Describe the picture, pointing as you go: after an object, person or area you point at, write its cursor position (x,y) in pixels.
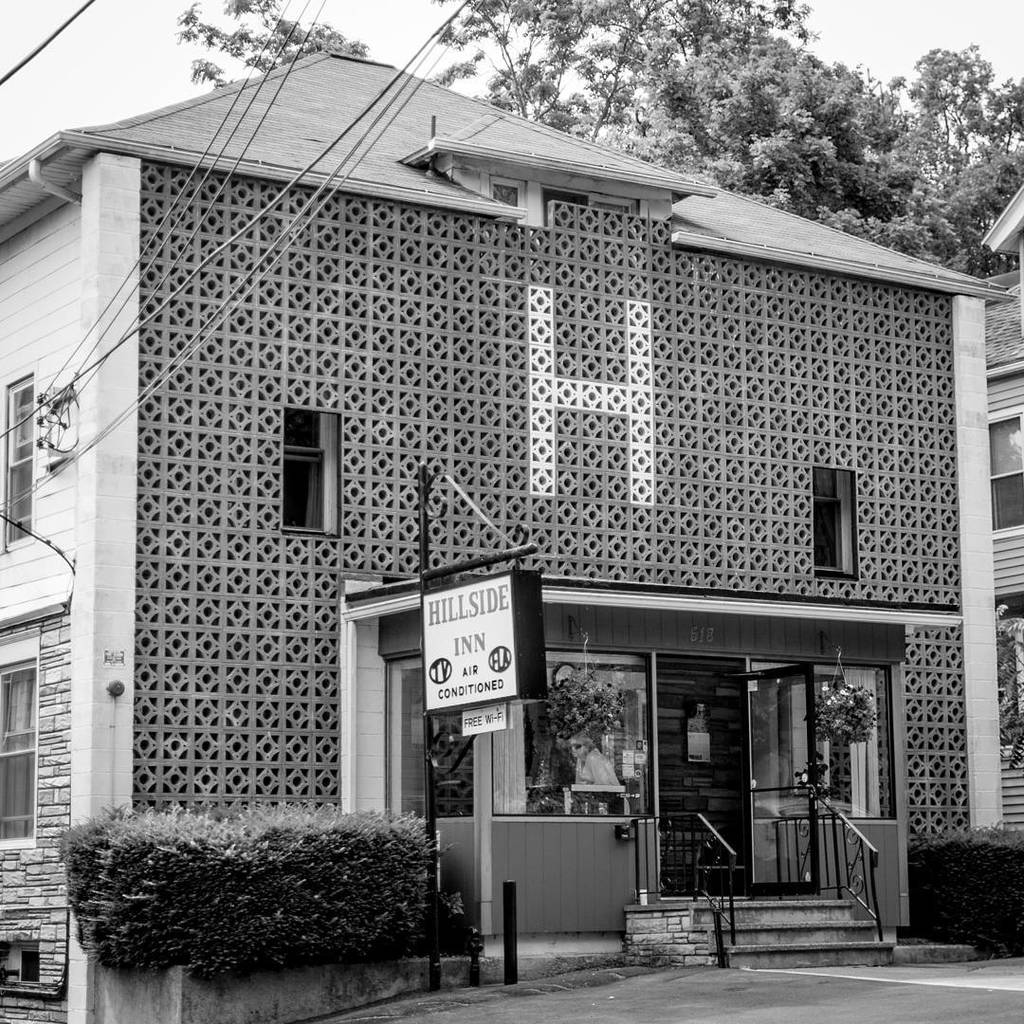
There are plants (455,916) and a board (497,645) is present at the bottom of this image (472,696). We can see a building (352,471) in the middle of this image (445,539). There are trees (798,100) at the top of this image (891,69) and the sky (176,10) is in the background (74,72).
